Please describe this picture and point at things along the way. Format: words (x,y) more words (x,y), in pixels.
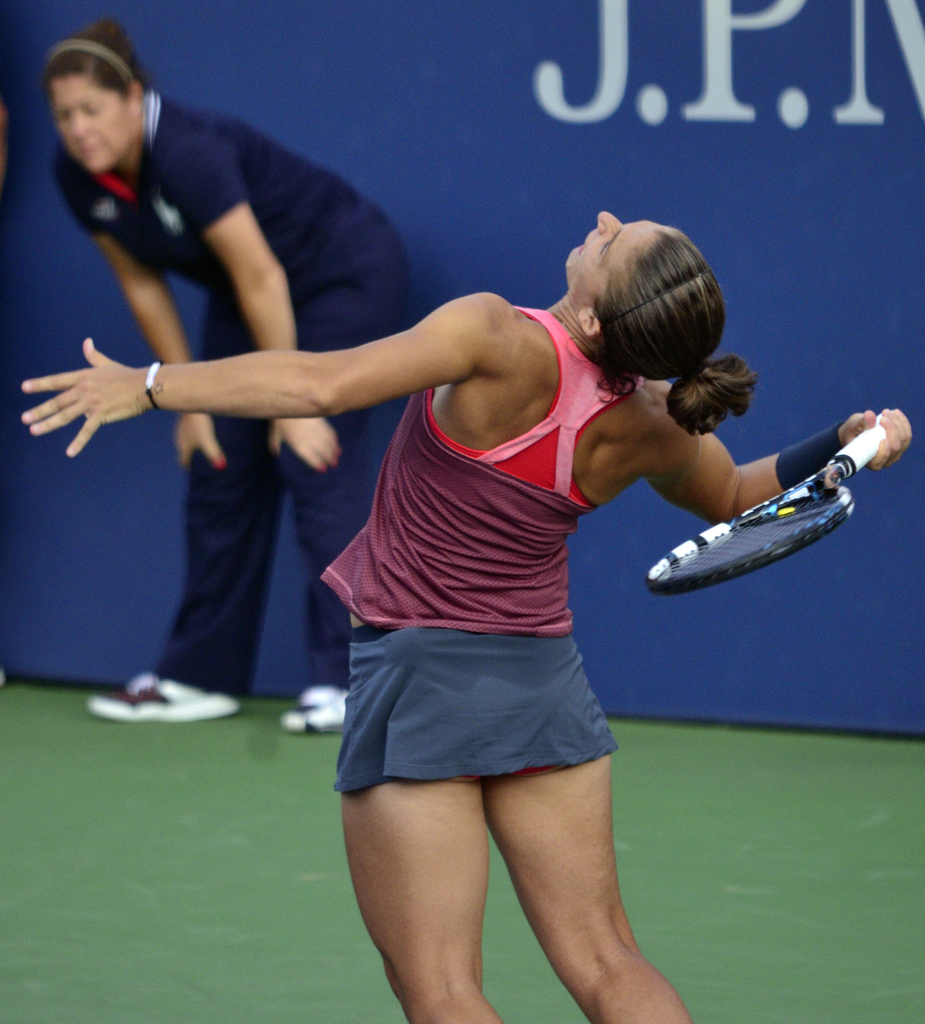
In this image I can see two people (462,368). Among them one person (846,440) is holding the racket (778,552).
